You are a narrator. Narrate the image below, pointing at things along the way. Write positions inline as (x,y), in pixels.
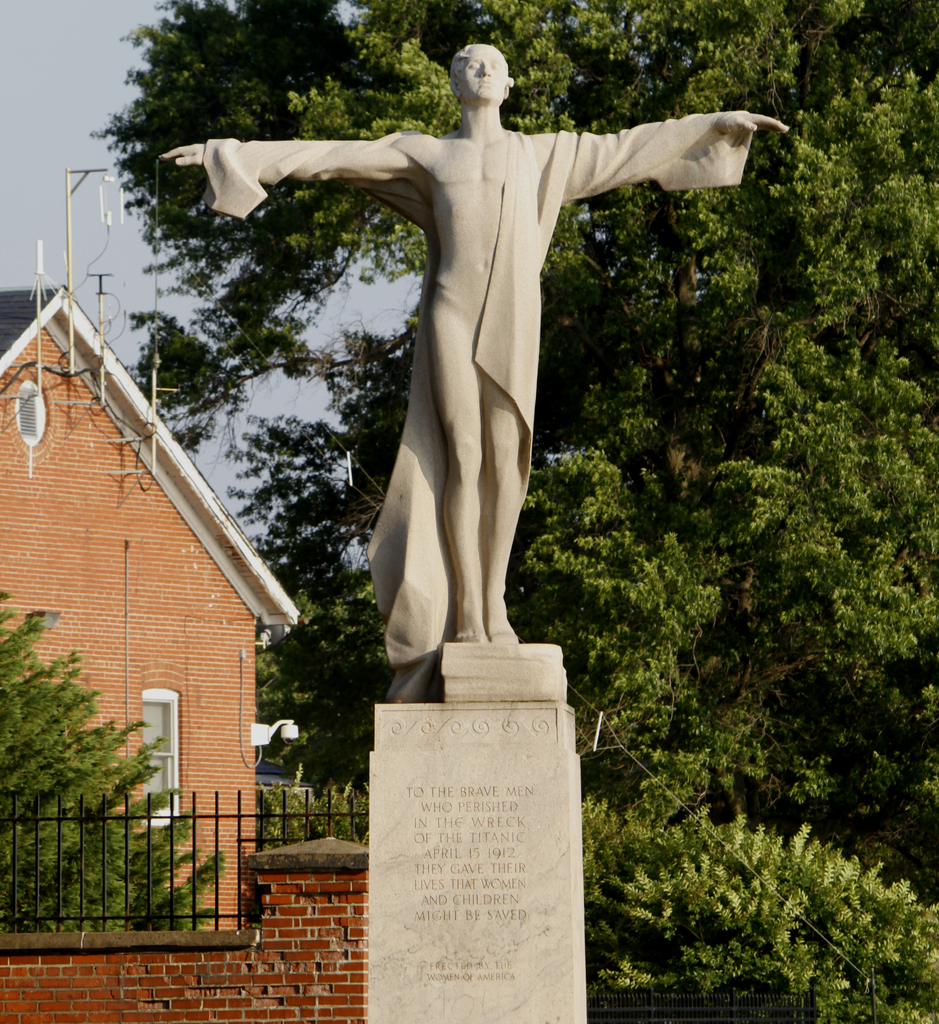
In this image I can see a statue of a person (471,263) which is ash in color on the concrete pillar (471,815). In the background (252,857) I can see the railing (172,865), the wall (222,983), few trees (575,657), a building (245,535) and the sky (104,223).
